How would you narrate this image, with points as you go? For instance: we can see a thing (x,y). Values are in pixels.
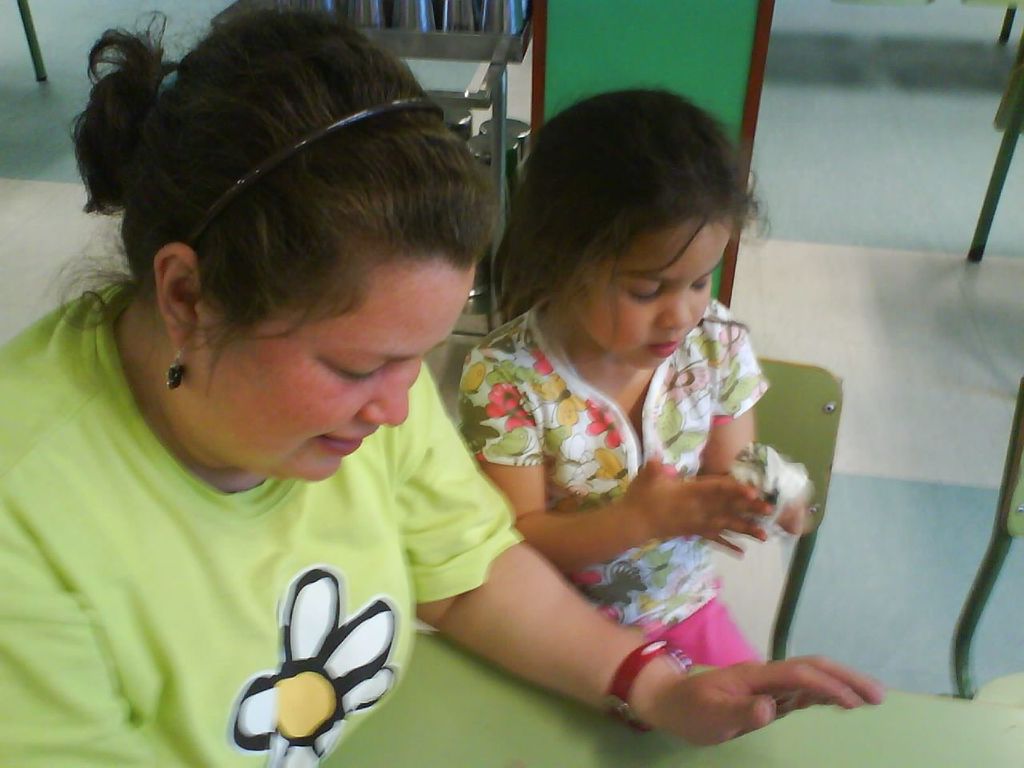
In this image I see a woman (324,305) and a girl (576,483) who is sitting on a chair (757,430) and I see that this girl (712,423) is holding a thing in her hands (659,477) and I see that this woman (262,500) is wearing light green color top (104,476) and in the background (510,0) I see number of silver color glasses (414,14) over here and I see the rods (21,10) and I see the floor (823,237).
